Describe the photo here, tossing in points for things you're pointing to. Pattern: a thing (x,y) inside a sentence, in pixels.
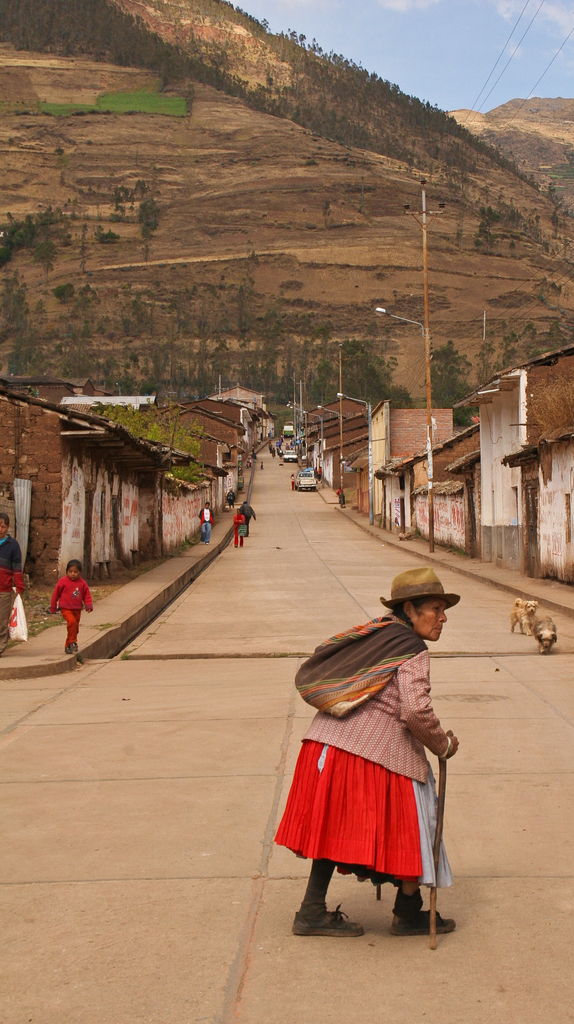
In this picture I can see few houses (547,444) and few poles (340,457) and I can see few people (309,812) walking and I can see couple of dogs (550,636) and I can see trees (247,320) on the hill (540,109) and cars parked and I can see a blue cloudy sky (530,54).
